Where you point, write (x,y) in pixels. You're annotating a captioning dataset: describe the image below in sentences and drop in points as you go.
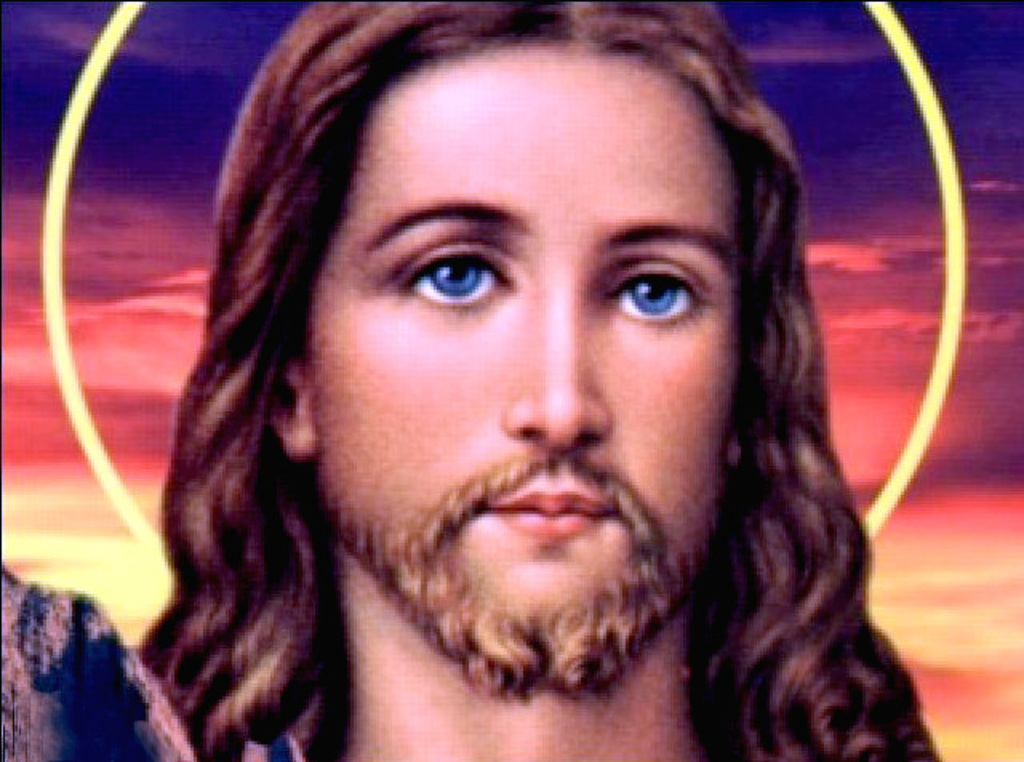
In the center of the image (492,480) there is a depiction of a person (319,245).
